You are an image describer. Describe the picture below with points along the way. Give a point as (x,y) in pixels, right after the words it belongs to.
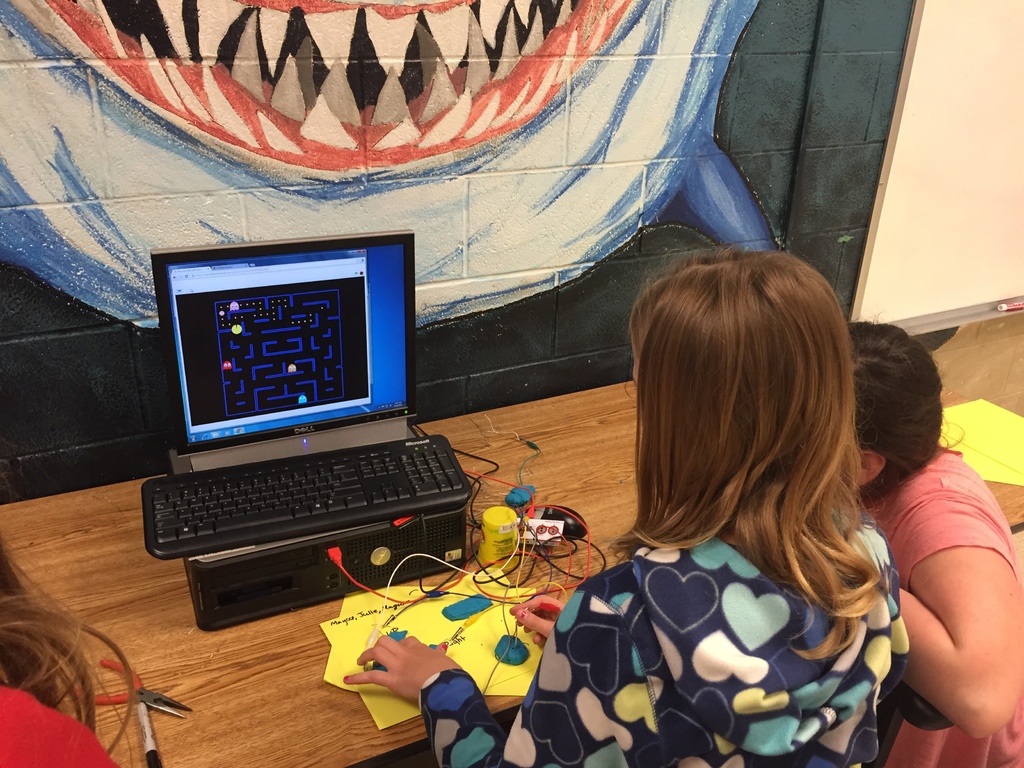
This image consists of three persons (655,606). In the front (539,561), we can see a computer (328,538) on the desk (254,661). And there are papers (455,626). In the background (565,208), there is a wall (437,226) on which we can see a painting (612,166).
